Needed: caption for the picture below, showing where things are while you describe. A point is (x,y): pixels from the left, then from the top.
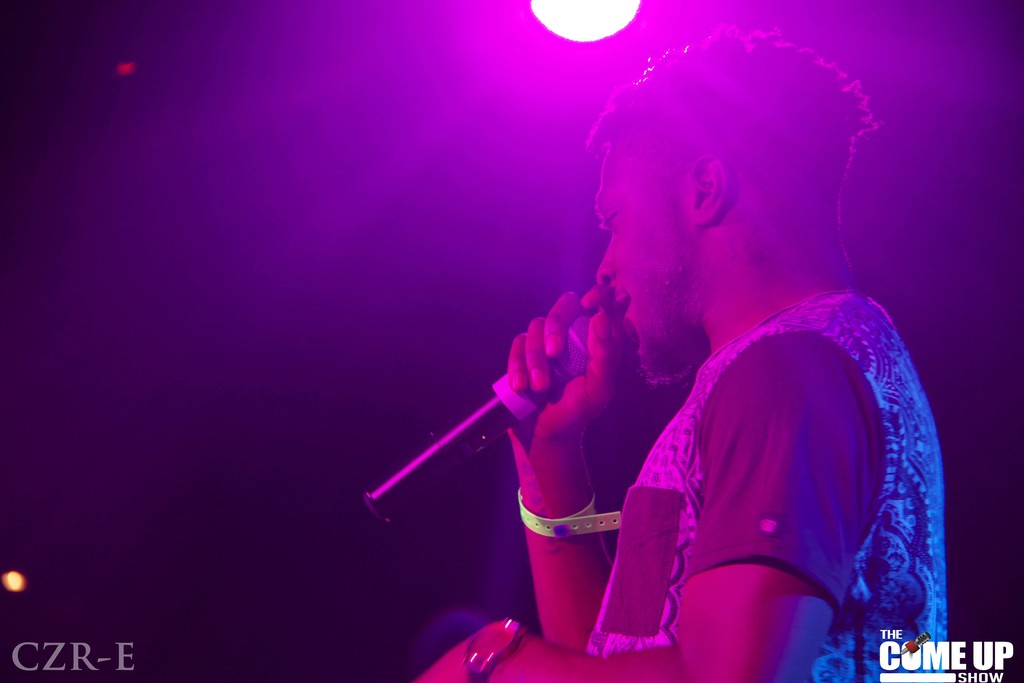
In this image I can see the person (770,592) holding the microphone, background (506,94) I can see the light (618,12) in purple color.
